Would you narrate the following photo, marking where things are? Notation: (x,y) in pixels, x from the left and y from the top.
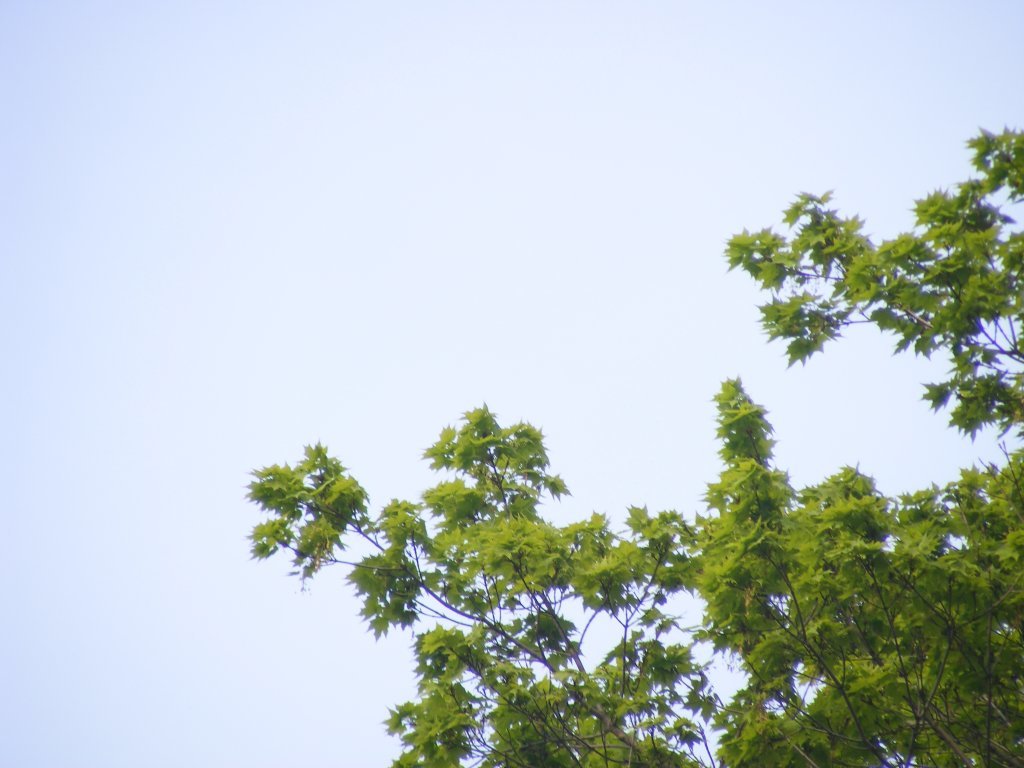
There are leaves (896,604) of a tree (760,569) present at the bottom of this image (610,633) and there is a sky (470,368) in the background (341,330).
